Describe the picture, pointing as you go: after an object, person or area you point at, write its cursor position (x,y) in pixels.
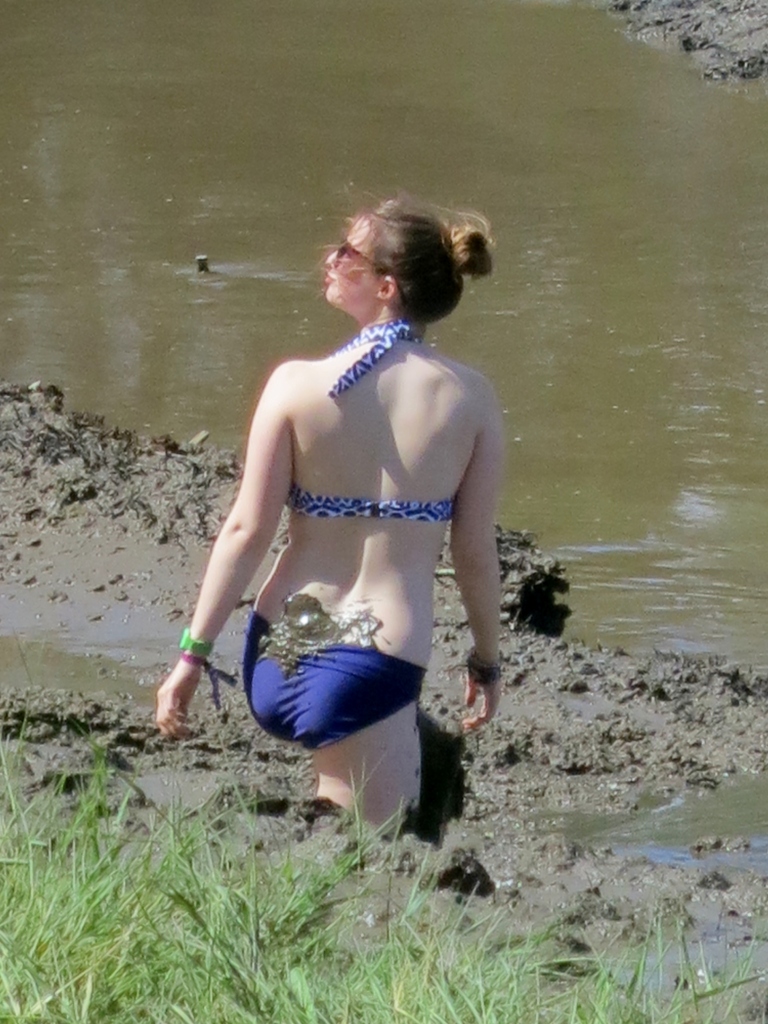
Here in this picture we can see a woman (491,610) standing on the ground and in front of her we can see water (520,392) present all over there and we can see grass (158,900) also present on the ground (481,882) over there.
